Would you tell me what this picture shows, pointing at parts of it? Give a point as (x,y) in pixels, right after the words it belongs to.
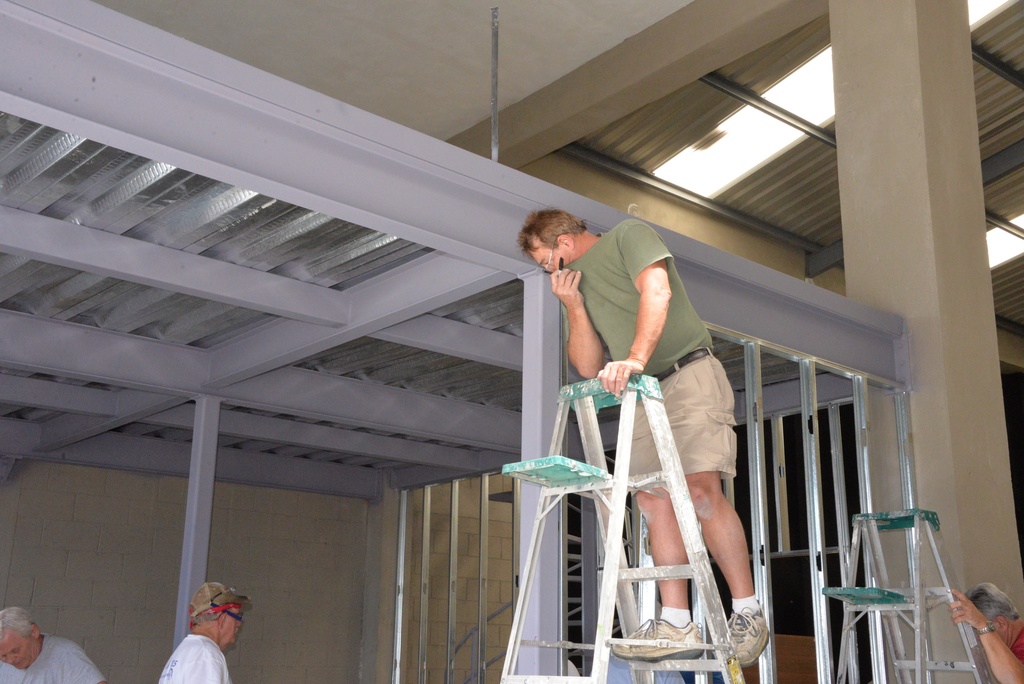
In the picture I can see a man (741,564) standing on the ladder (674,469) and looks like he is holding a sketch pen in his right hand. He is wearing a green color T-shirt (620,302) and a short (711,383). There is another ladder (981,668) and a man (957,598) on the bottom right side of the picture (957,598). I can see two persons (204,645) on the bottom left side (181,667). I can see the metal sheet roofing (770,73) on the top right side (801,196). In the picture I can see the stainless steel fence (822,514).
